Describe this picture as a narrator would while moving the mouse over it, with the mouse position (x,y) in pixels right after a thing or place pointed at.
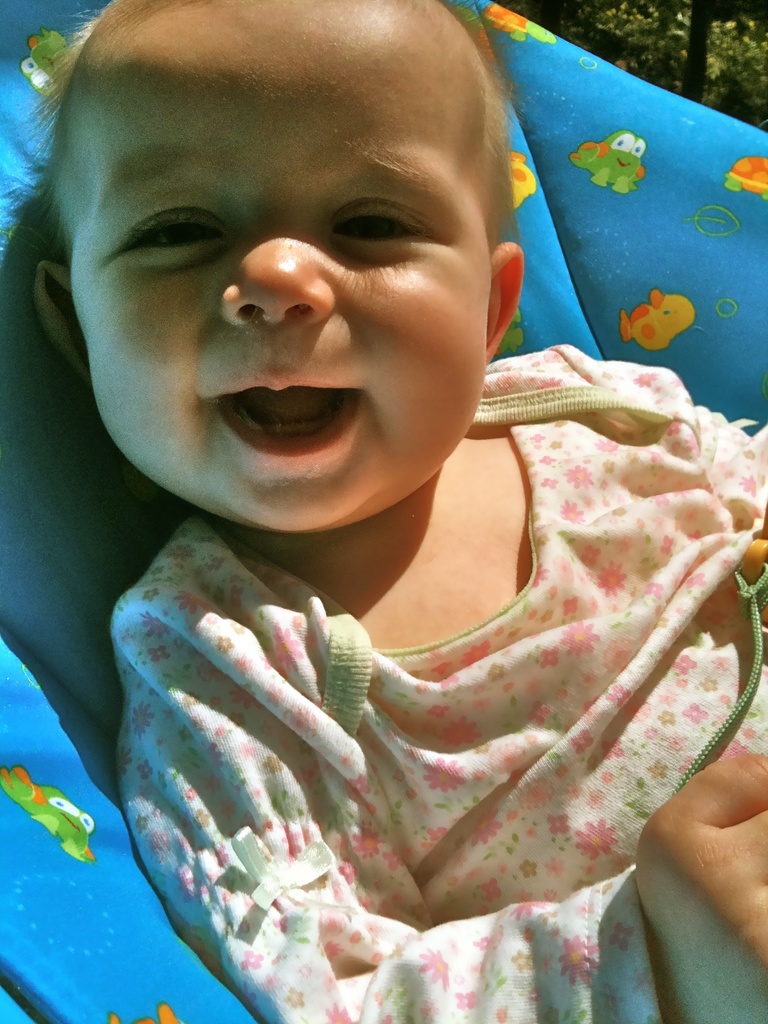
In this image we can see a baby (297,297) in a seat (42,615).
